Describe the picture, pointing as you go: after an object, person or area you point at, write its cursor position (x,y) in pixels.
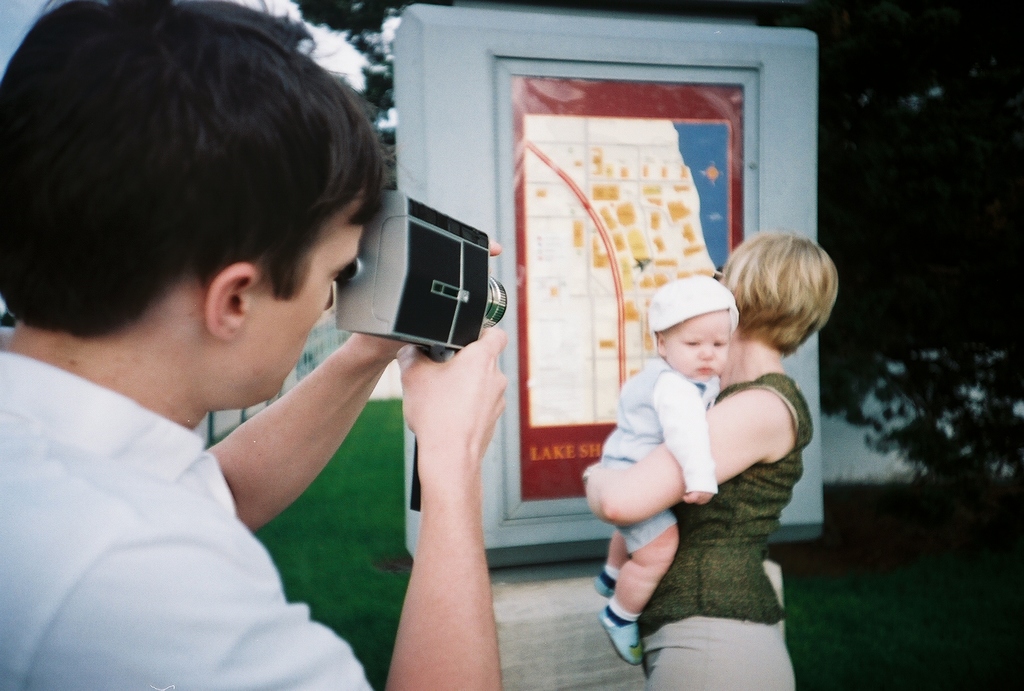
In this image in front (426,592) there is a person (140,604) holding the camera (409,303). In front of him there is a woman (715,573) holding the baby (707,433). Behind her there is a wall (556,414). At the bottom of the image (868,599) there is grass (905,617) on the surface (908,590). In the background of the image (892,73) there are trees (893,190) and sky (348,52).
